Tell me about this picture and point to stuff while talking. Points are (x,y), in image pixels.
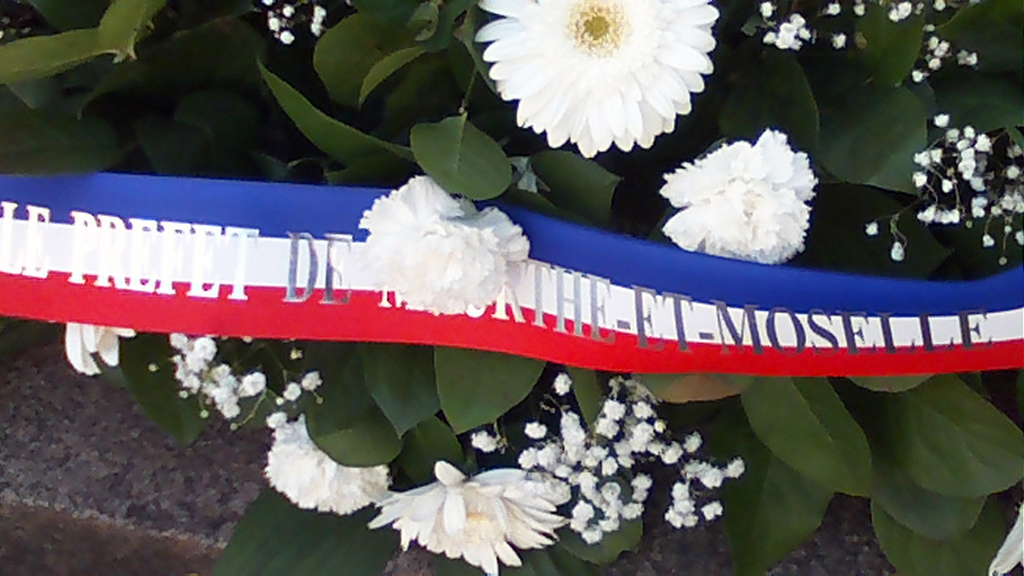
In this image we can see some plants (767,125) with flowers (475,235) on the surface (67,473) and one ribbon (611,366) with some text (925,320) on it.
